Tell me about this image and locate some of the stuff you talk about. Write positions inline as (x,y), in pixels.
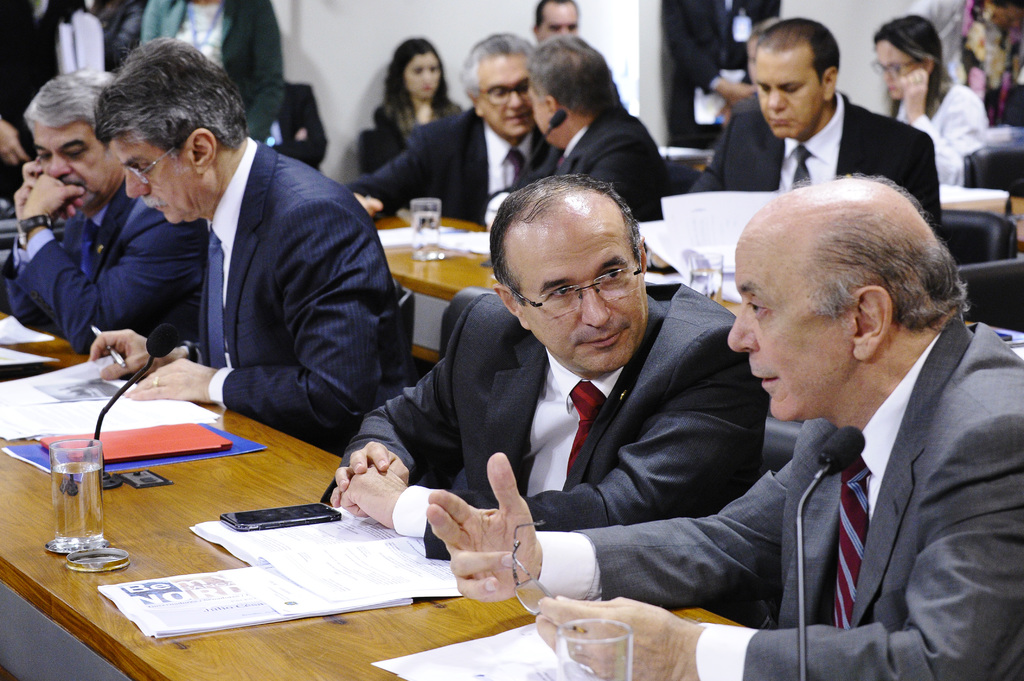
Here few men (277,359) are sitting on the chairs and talking each other. They wore coats (620,440), ties (850,539), shirts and there are water glasses (601,679) on this table (196,515).
